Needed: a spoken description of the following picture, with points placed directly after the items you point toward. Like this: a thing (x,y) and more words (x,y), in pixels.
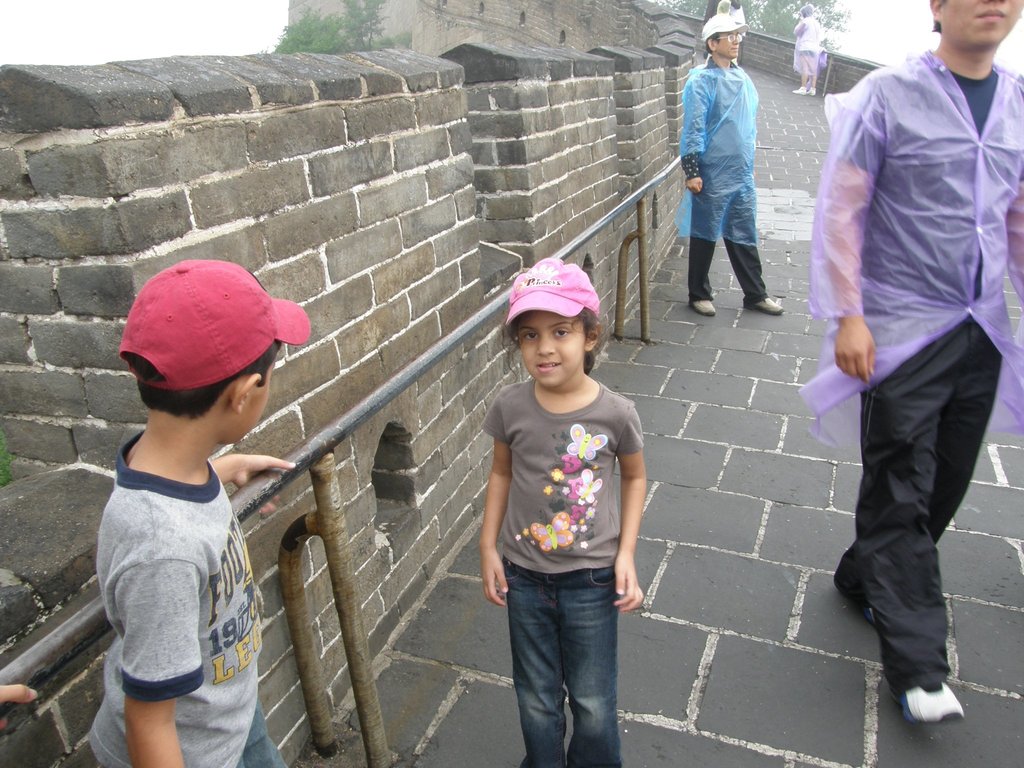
The girl (595,574) in the middle of the picture (549,453) wearing brown T-shirt (625,424) and pink cap (568,284) is standing. Beside her, we see an iron rod (318,491) and a wall (365,271) which is made up of stones (244,208). Behind her, we see people (762,296) walking on the pavement (778,454). On the left side (228,647), the boy (164,549) in grey T-shirt (129,550) is standing. In the background (322,45), we see trees (754,17). This picture is clicked outside the city.
